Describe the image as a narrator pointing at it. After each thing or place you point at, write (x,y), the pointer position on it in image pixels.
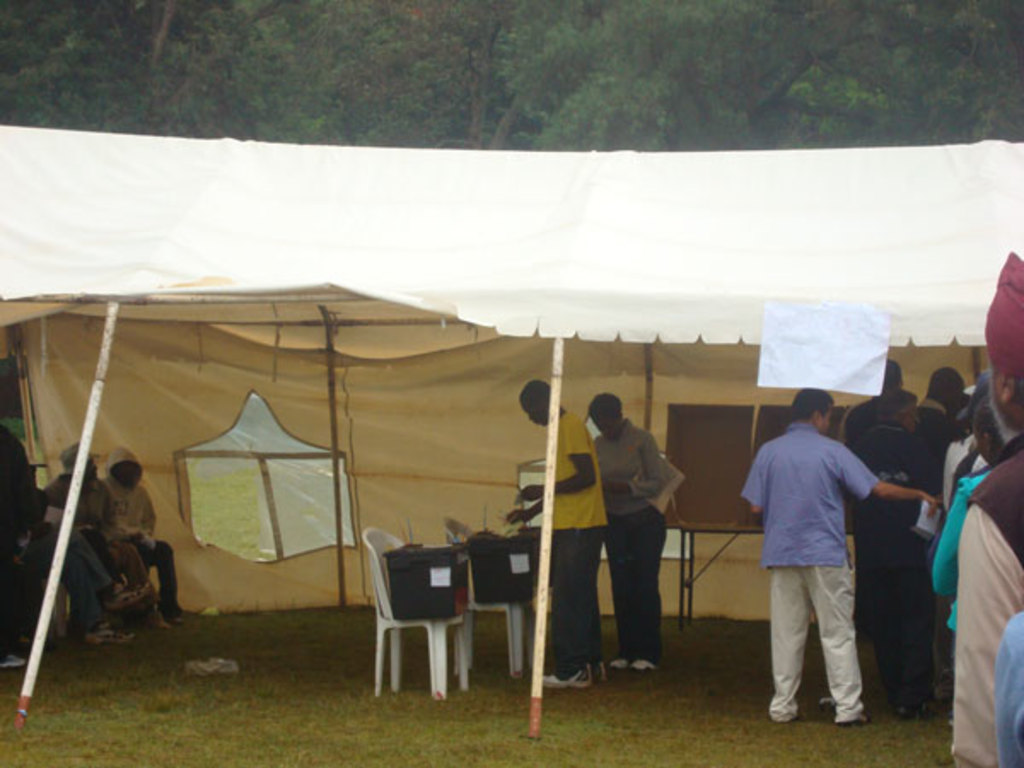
In this picture I can see group of people (599,413) among them some are standing and some are sitting. Here I can see tent (450,342), white color chairs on which I can see some objects (497,548). In the background (463,132) I can see trees (535,35).
